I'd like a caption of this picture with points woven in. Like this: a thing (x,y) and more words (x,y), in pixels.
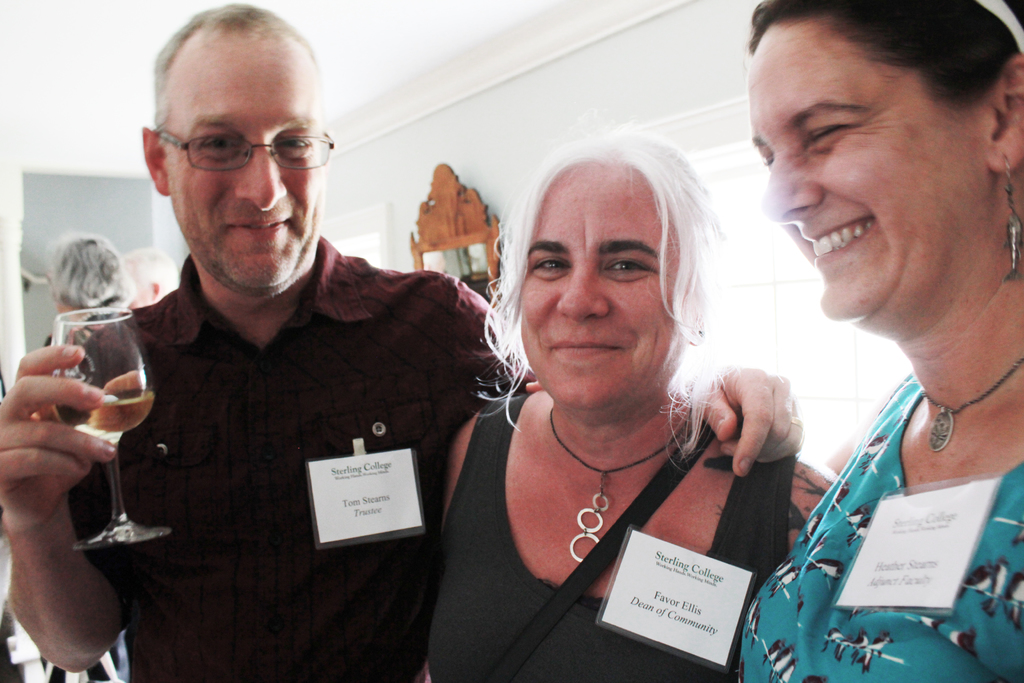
There are a two woman (527,296) on the right side (965,269) and they are smiling. There is a man (35,594) on the left side (70,651) holding a glass (57,317) in his right side (40,391) and he is also smiling.
